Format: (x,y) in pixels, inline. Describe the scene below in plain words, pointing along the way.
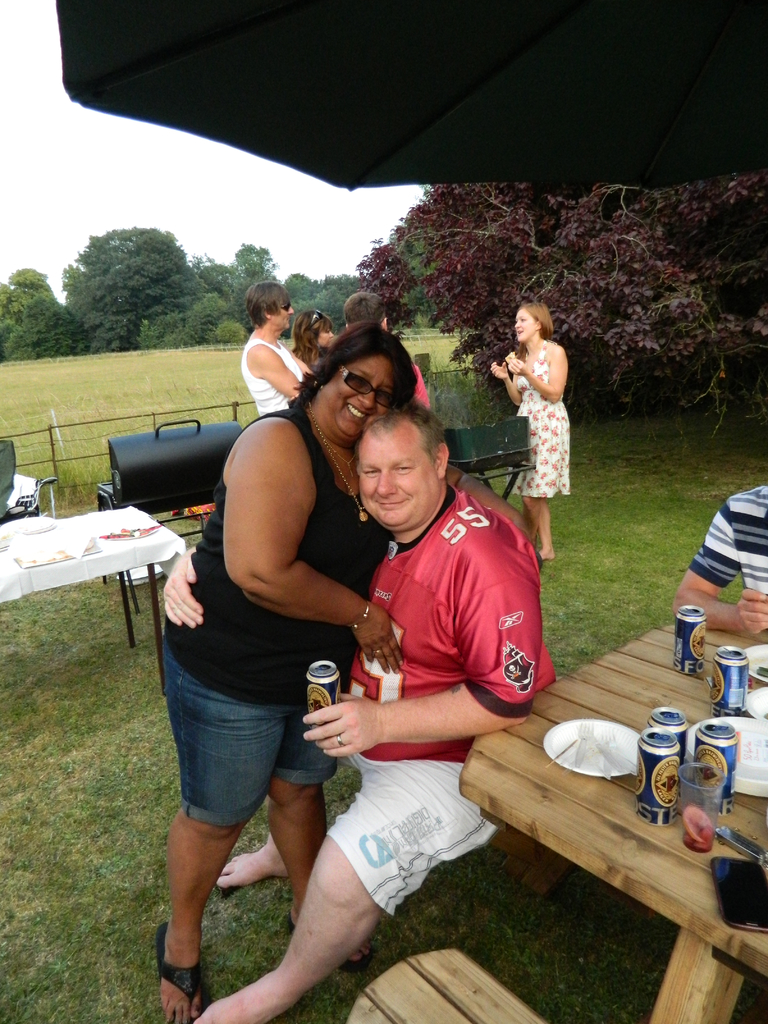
There are two persons (312,598) hugging each other and there is a table (704,707) behind them which has some cans (718,732) on it and there are four people (267,320) standing behind them and there are trees (38,336) in the background (99,350).
